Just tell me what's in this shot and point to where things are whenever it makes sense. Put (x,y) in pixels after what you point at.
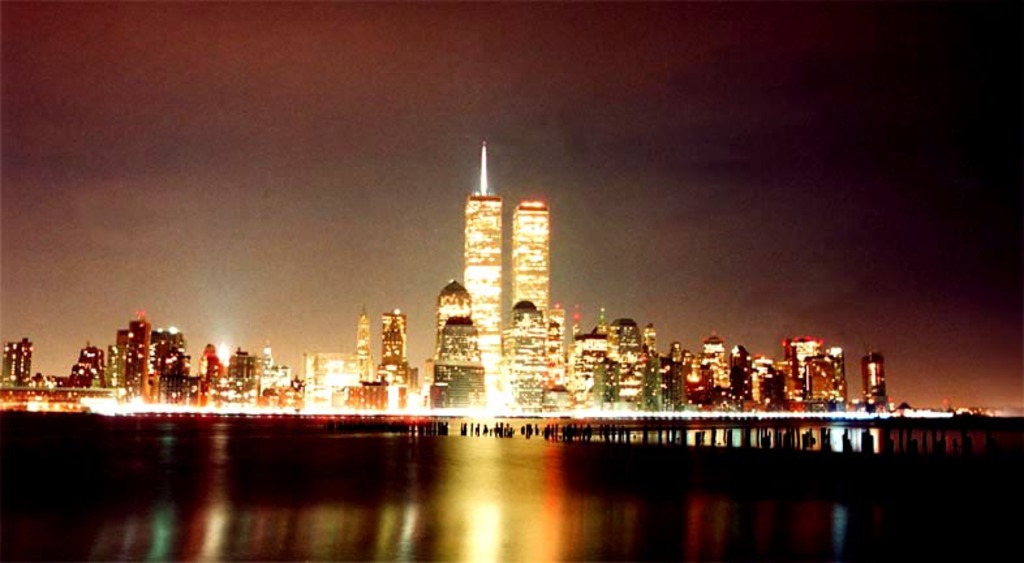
At the bottom (434,520) image is dark. Here we can see buildings (501,346) and lights (562,342). In the background (510,173) there is sky (760,177).
